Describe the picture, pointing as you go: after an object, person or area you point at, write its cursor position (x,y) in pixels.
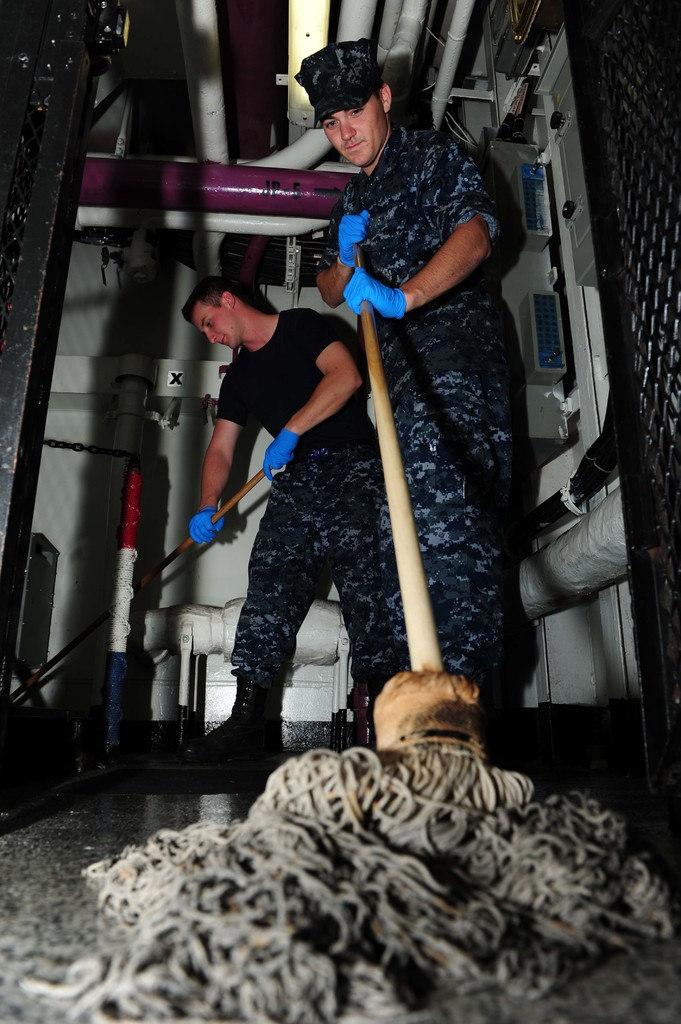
In this picture I can see two persons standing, there is a person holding a mop stick (404,534), there is another person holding a stick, and in the background (355,8) there are pipes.
